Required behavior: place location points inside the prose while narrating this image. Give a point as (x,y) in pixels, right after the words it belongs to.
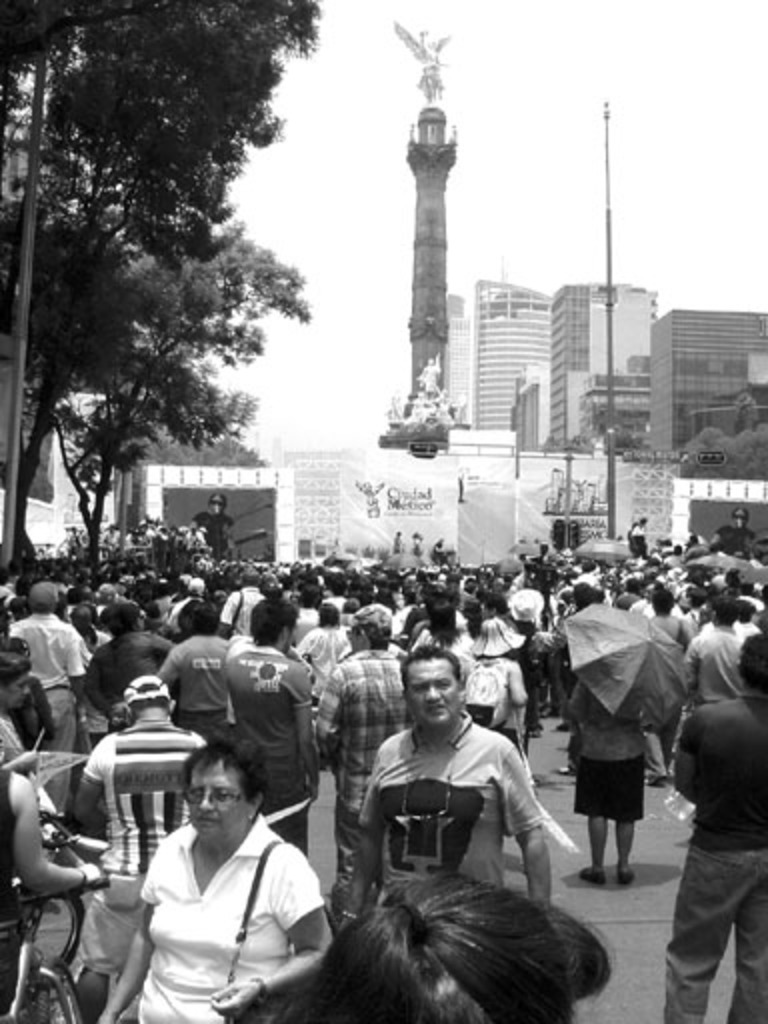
It is a black and white picture. In this picture there are people (463,981), hoardings (457,529), trees (112,296), poles (38,96), buildings (591,389), tower (434,147), statues (434,406), sky (511,217) and objects (708,458). Among them few people (593,702) are holding umbrellas (612,552) and one person (26,844) is holding a bicycle (39,908).
